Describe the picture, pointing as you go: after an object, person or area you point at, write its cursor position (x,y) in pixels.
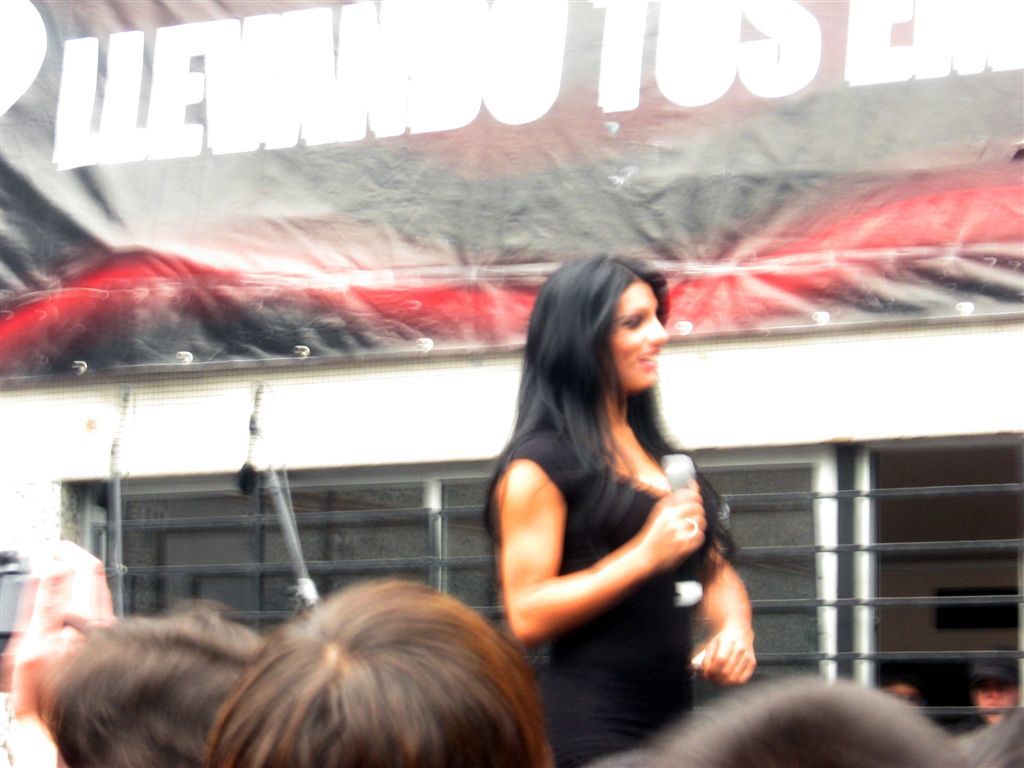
This picture describes about group of people (598,542), in the middle of the image (602,441) we can see a woman (602,441), she is holding a microphone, in the background (285,512) we can see few metal rods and a hoarding (497,159).
